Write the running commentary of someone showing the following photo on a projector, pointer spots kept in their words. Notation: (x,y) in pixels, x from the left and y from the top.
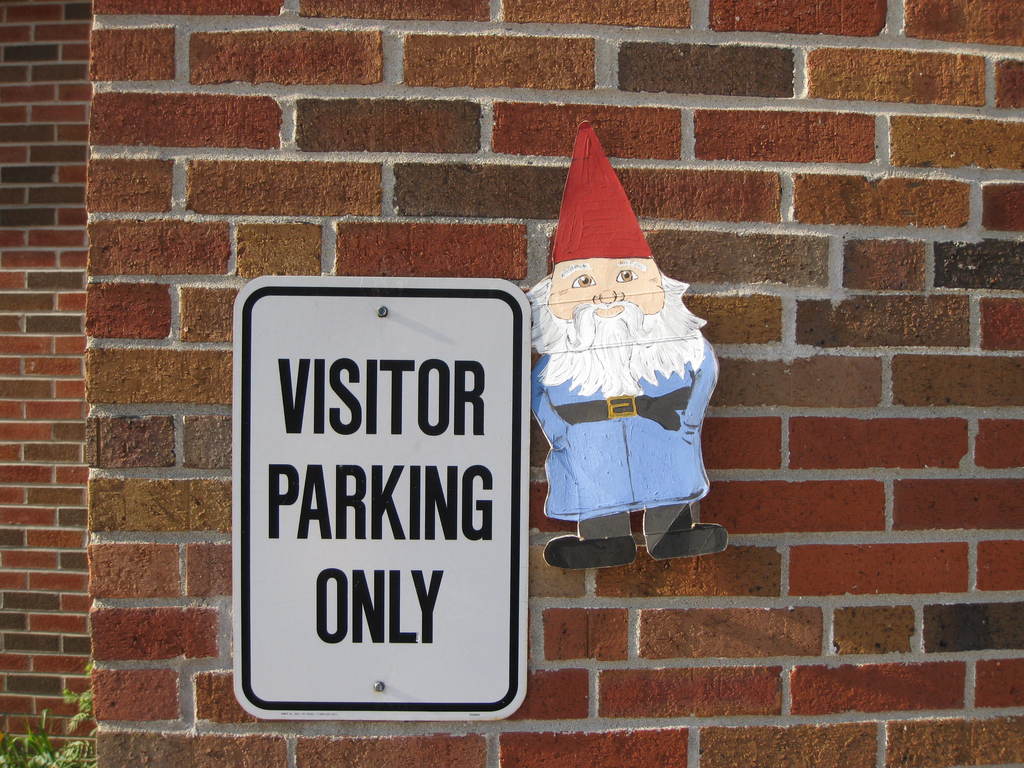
This image consists of a wall (185,721). On that there are two boards (384,386). One is a picture (592,379) of a man (612,453), another one is ''visitor parking only'' board (458,429).
